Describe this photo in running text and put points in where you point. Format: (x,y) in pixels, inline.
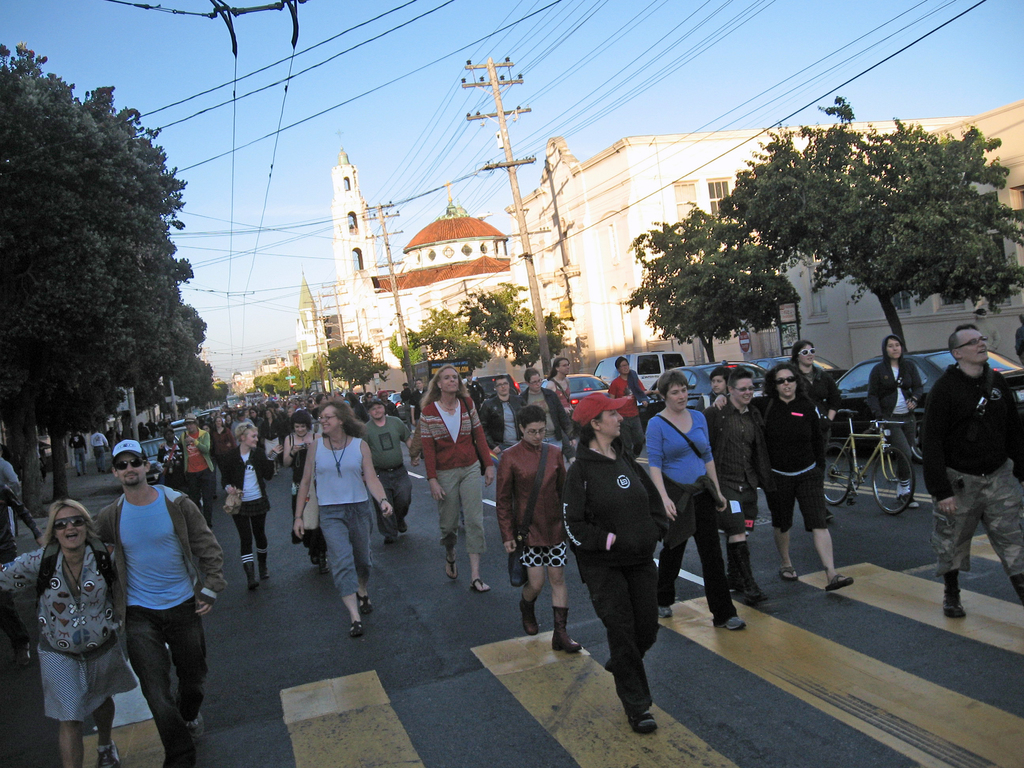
In the foreground (554,631) I can see a crowd (1006,477) is walking on the road (425,590) and I can see fleets of vehicles (787,357) and bicycles (904,475). In the background (941,290) I can see trees (41,367), buildings (467,250), light poles (395,266), wires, towers (358,270) and the sky (462,135). This image is taken, may be during a day.
